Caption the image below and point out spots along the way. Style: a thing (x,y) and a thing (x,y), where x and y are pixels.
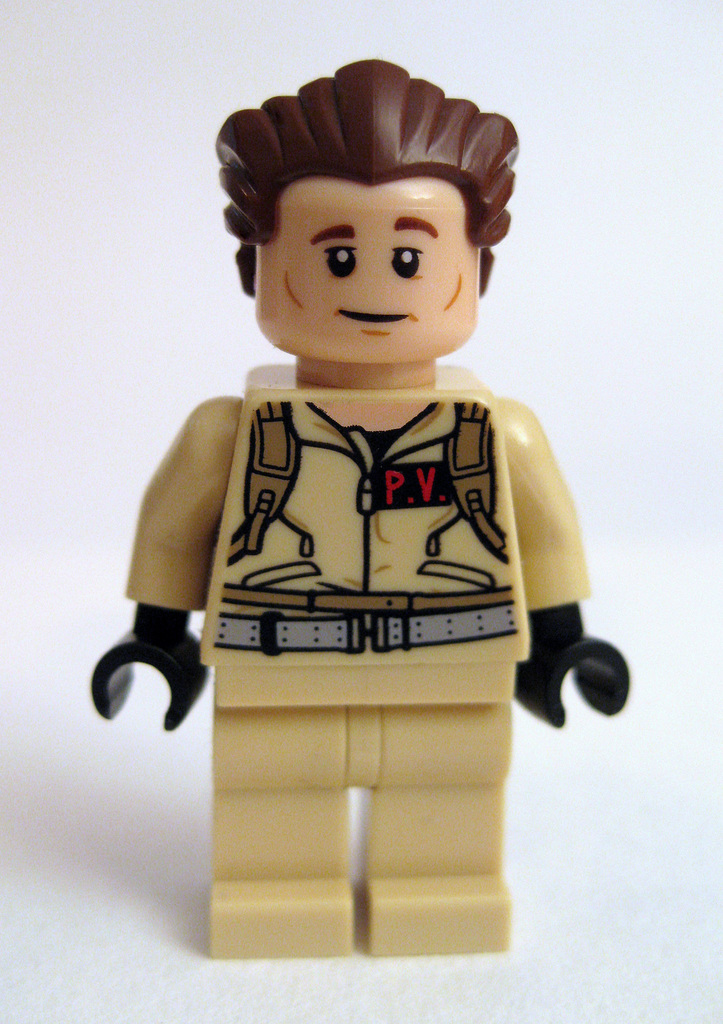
This image consists of a doll (353,784) made up of plastic (287,792). It looks like a Ghostbuster (321,639).
